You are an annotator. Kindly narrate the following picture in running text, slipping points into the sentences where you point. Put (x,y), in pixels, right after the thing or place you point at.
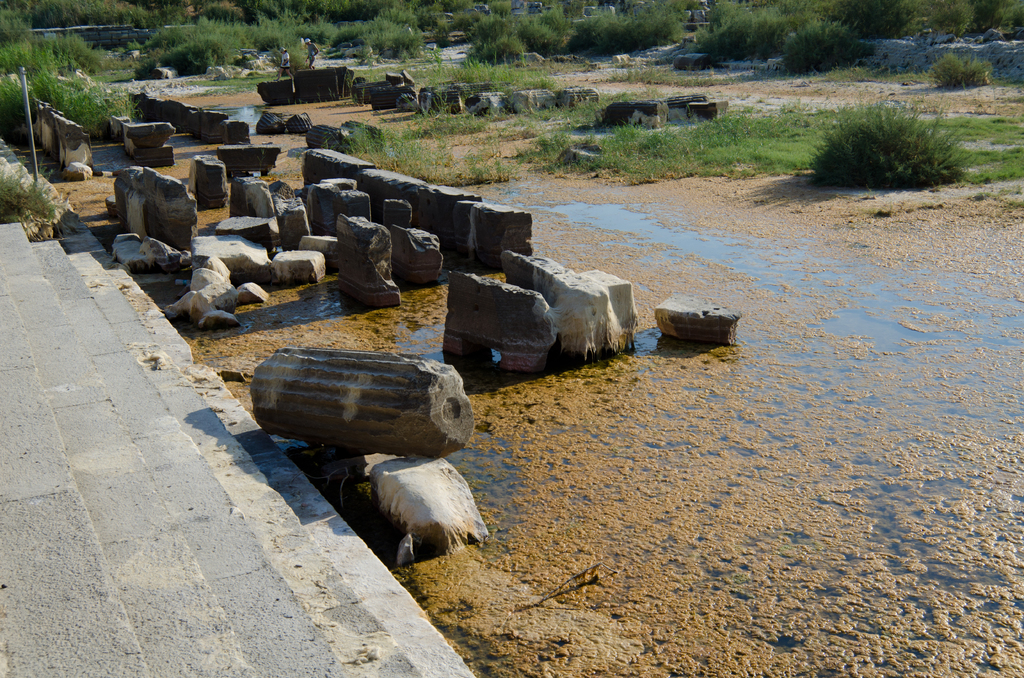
In the center of the image (455,293) we can see a group of rocks (388,267). To the left side of the image (179,483) we can see staircase (255,515). In the background (839,138), we can see group of plants (502,66). Two persons (284,63) standing on the ground (448,76).
